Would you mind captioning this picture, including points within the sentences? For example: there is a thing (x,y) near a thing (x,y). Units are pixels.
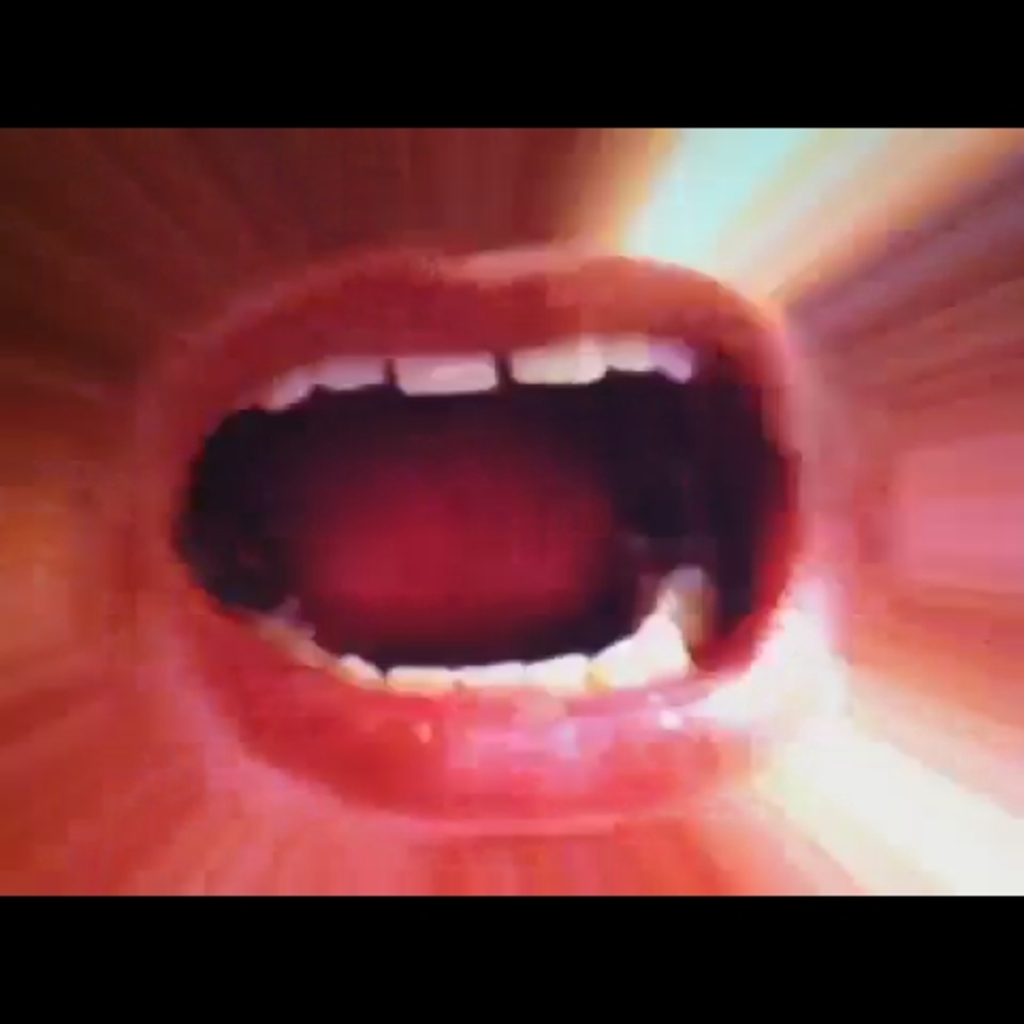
In this picture we can see mouth (553,549) and teeth (582,353).
